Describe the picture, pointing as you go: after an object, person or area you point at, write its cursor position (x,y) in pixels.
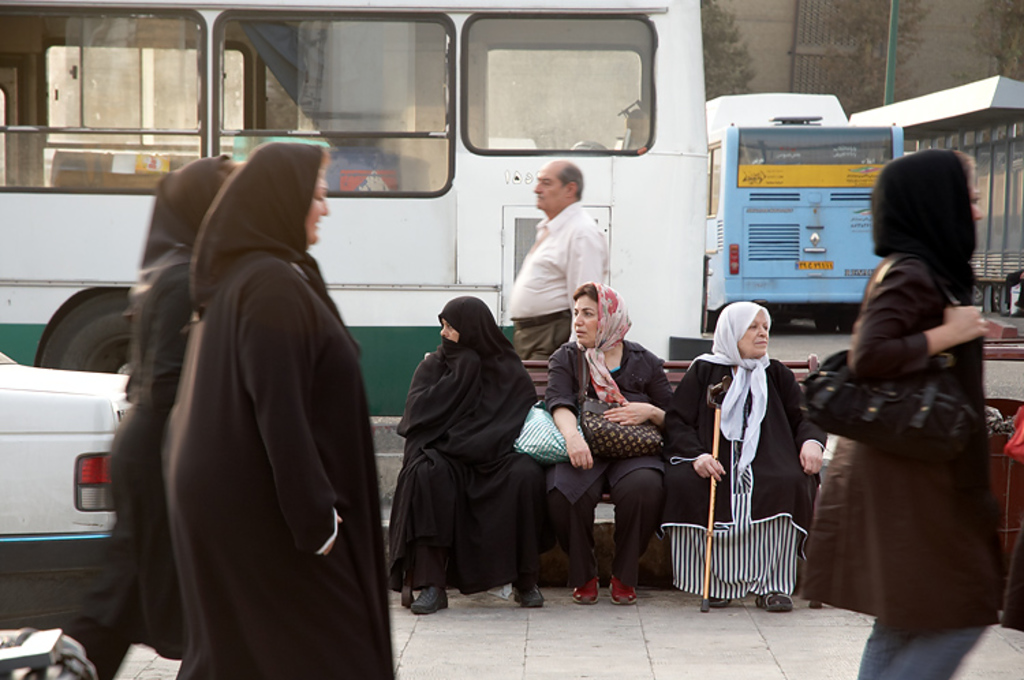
In this image we can see some people (889,297) and among them few people (687,540) sitting on the bench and there are some vehicles (453,135). We can see some trees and there is a building (784,46) in the background (784,46).
